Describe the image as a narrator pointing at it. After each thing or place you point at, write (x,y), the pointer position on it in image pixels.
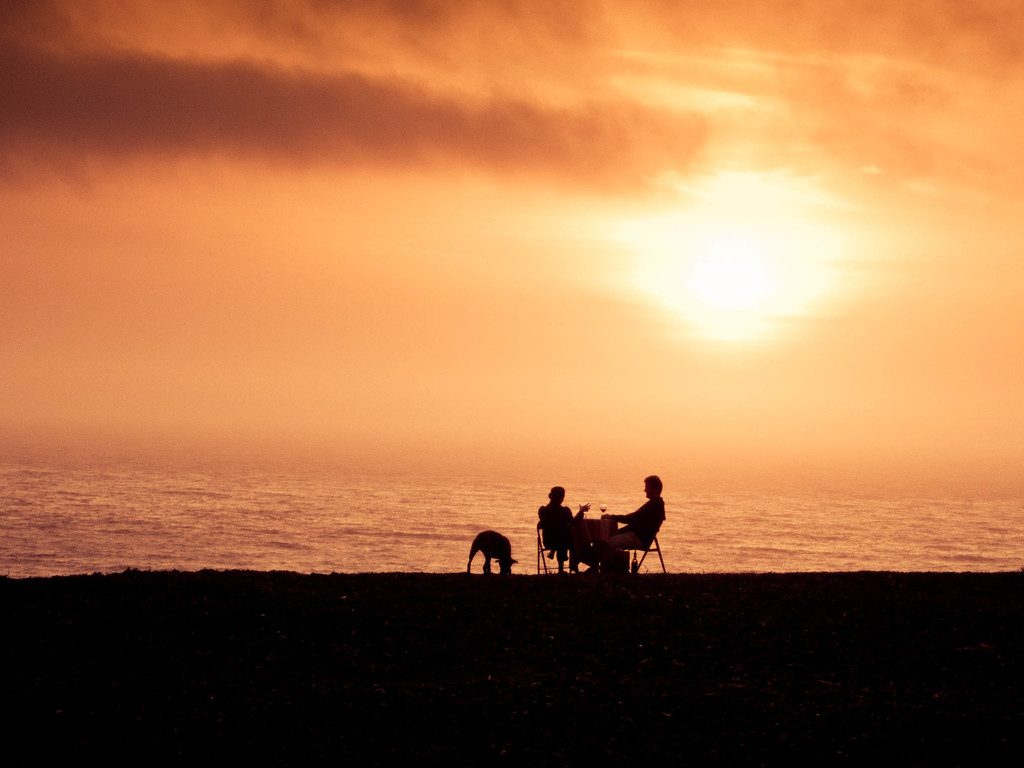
In this picture, we can see there are two people (639,525) sitting on chairs (656,536) and a person (617,537) is holding a glass (603,515) and on the left side of the people (570,538) there is an animal (505,550). In front of the people (560,528) there is water (519,507) and sky (428,267).
